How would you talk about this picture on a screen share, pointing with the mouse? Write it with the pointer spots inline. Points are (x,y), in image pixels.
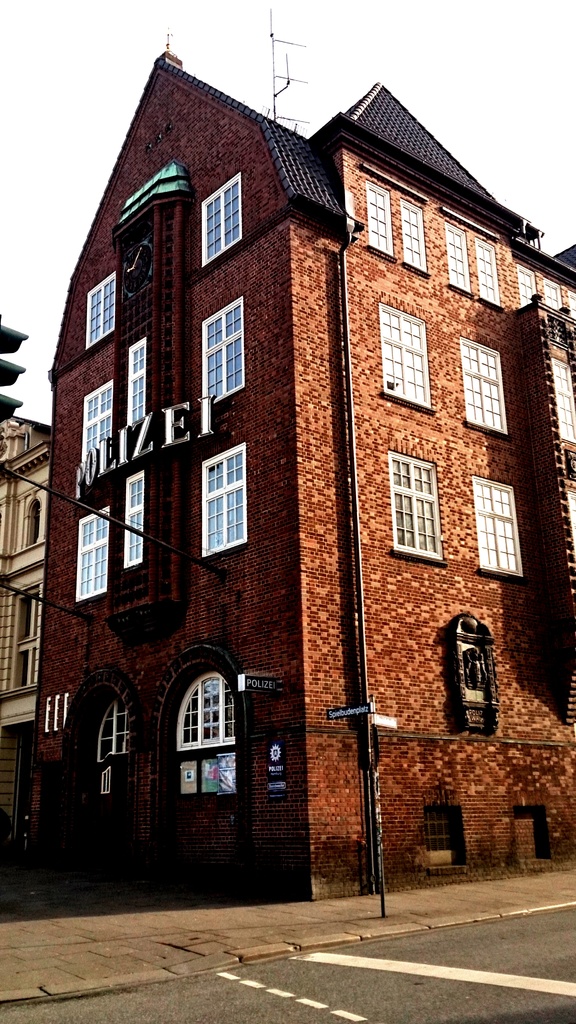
In this image we can see buildings (226,419), boards (251,681) and poles (292,121) attached to the building (358,648), traffic light (2,400), pavement (129,919), road (385,985) and in the background (140,87) there is sky (341,94).
